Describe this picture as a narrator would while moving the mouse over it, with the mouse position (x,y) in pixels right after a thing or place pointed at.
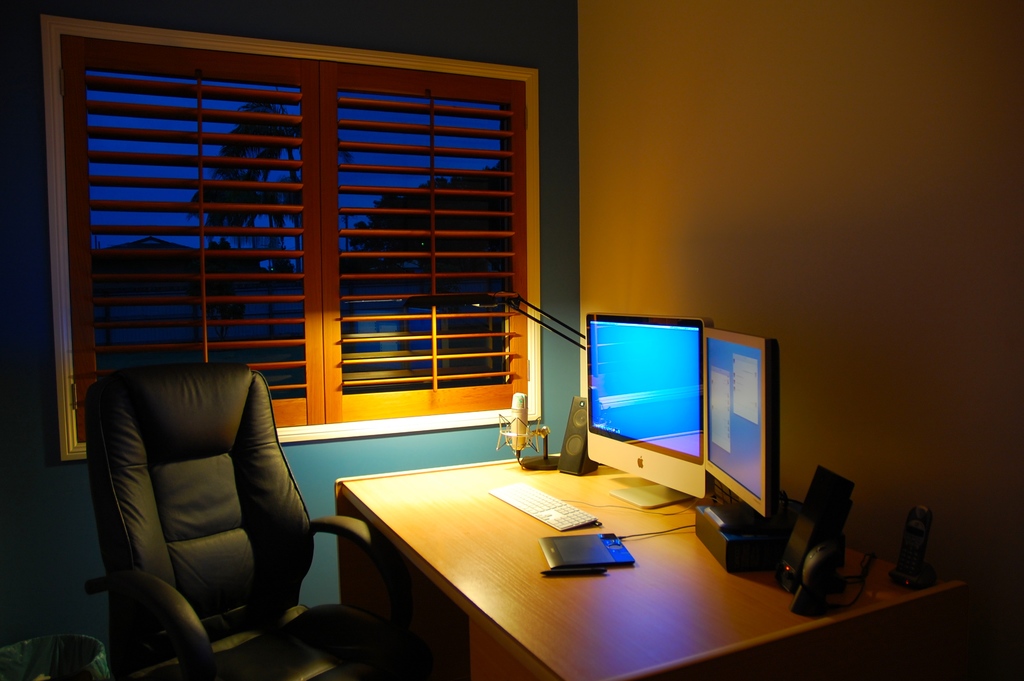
In this image there is a chair (173,585) and a table (531,523). On the table (654,525) there is desktop (669,441), tablet (614,548), mic (518,438), speaker (574,425). In the background (189,154) there is a window (308,235).
